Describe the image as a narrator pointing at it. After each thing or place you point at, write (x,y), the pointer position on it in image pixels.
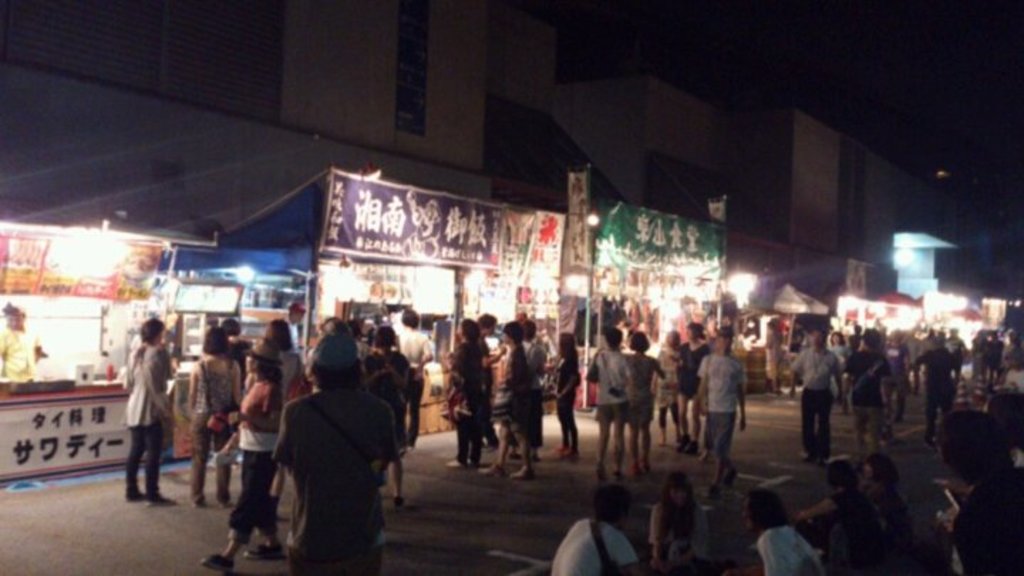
In this image I can see group of people (809,575), some are standing and some are walking. In the background (812,310) I can see few stalls (681,303), lights (843,303), buildings (658,108) and the sky (793,36) is in black color.
